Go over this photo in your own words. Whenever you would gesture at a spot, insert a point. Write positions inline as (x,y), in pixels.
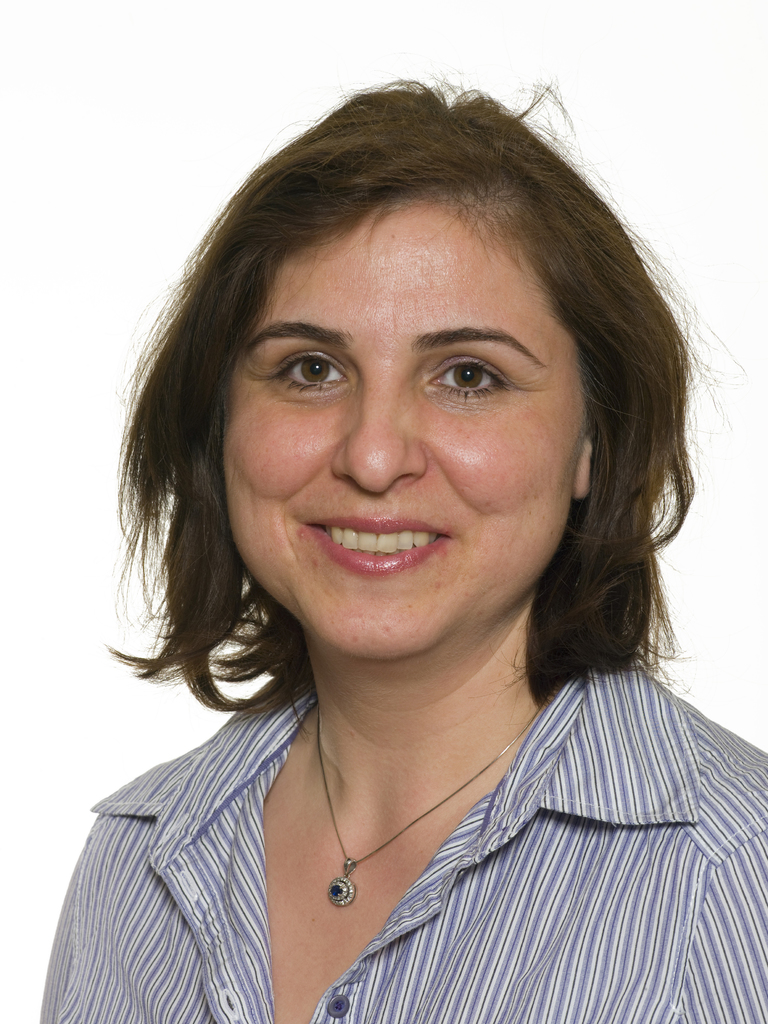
This woman (499,649) is smiling and looking forward. Background (23,576) it is in white color.
